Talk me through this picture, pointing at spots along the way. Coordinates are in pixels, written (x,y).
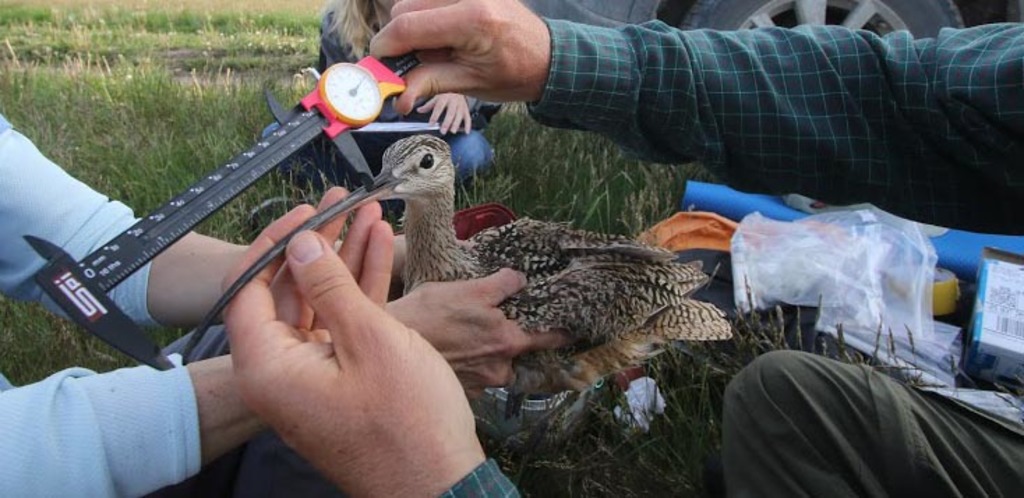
In this image we can see a group of people (495,383). One person (544,45) is holding a device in his hands (531,40). On the left side of the image (68,442) we can see a person (146,405) holding a bird (624,294) with his hands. At the right side of the image (894,297) we can see some objects (901,300) placed on the ground (587,193). In the background (674,198), we can see a woman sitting on the grass field (614,202). At the top of the image (595,6) we can see a car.
